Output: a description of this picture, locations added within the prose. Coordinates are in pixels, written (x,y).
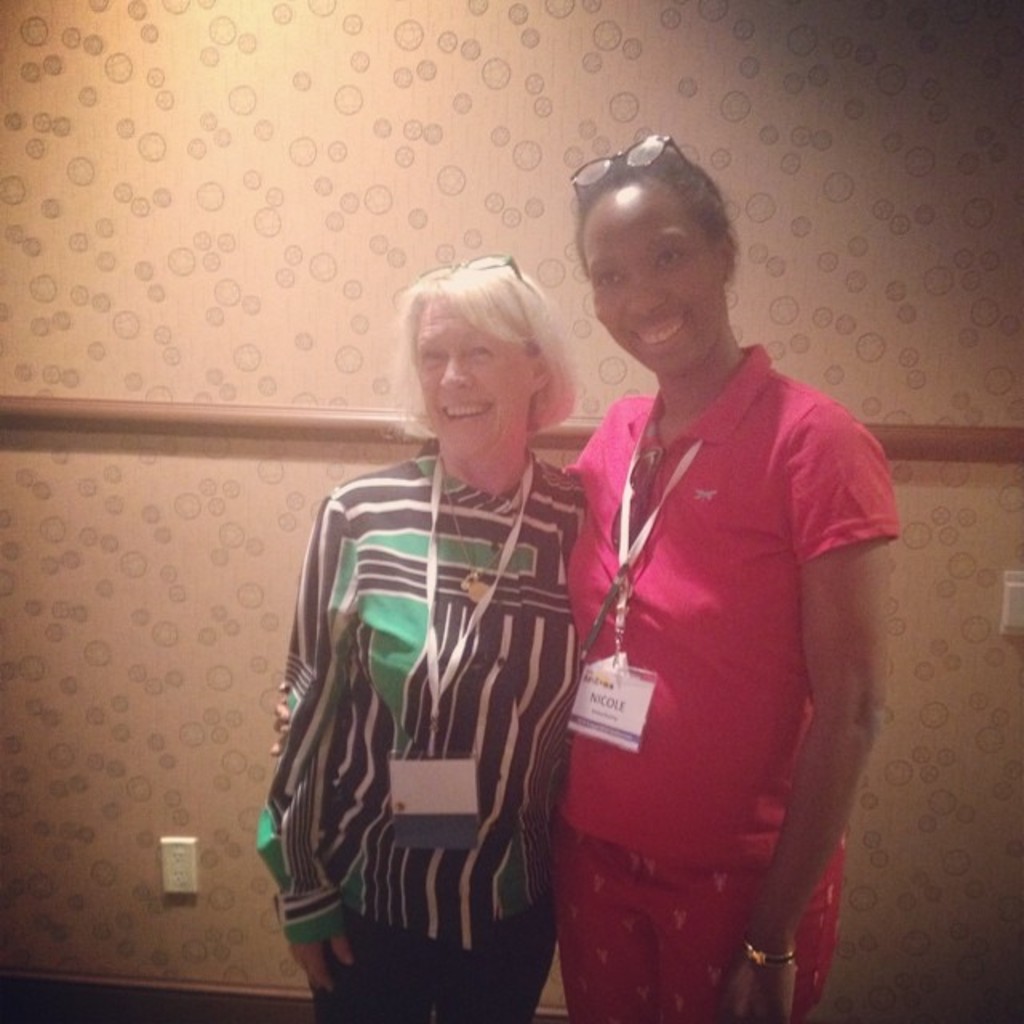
In this image in front (728,460) there are two persons (519,391) wearing a smile on their faces (431,316). On the backside (252,524) there is a wall (202,792) with the switch board (174,881) on it.
